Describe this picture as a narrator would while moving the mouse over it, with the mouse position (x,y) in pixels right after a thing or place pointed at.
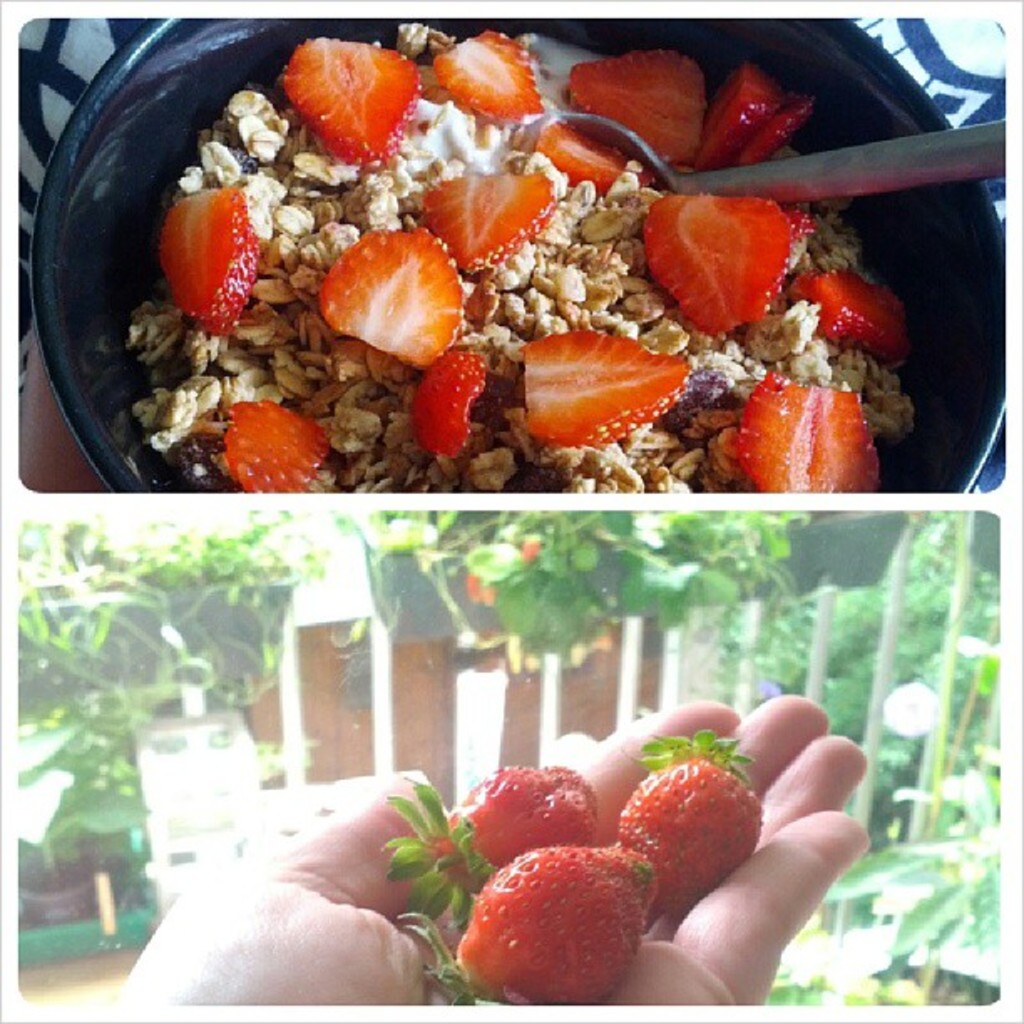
It is a collage image there are total two images, in the first image there is some food item (488,263) prepared with strawberries (416,345) and in the second picture there are few strawberries (479,844) on the palm (388,835) of a person (268,942) and behind the palm (262,913) there are plants (143,700).
